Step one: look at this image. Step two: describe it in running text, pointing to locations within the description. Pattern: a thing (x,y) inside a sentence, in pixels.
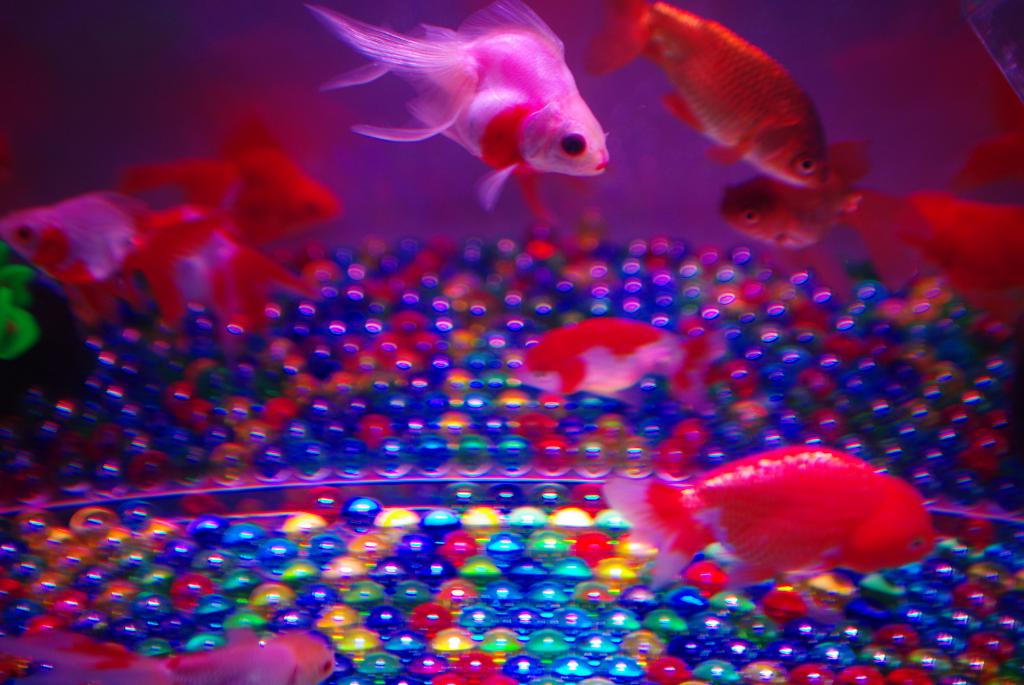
In this picture we can see fishes (834,561) in water (829,82) and in the background (783,411) we can see colorful balls (470,506).
